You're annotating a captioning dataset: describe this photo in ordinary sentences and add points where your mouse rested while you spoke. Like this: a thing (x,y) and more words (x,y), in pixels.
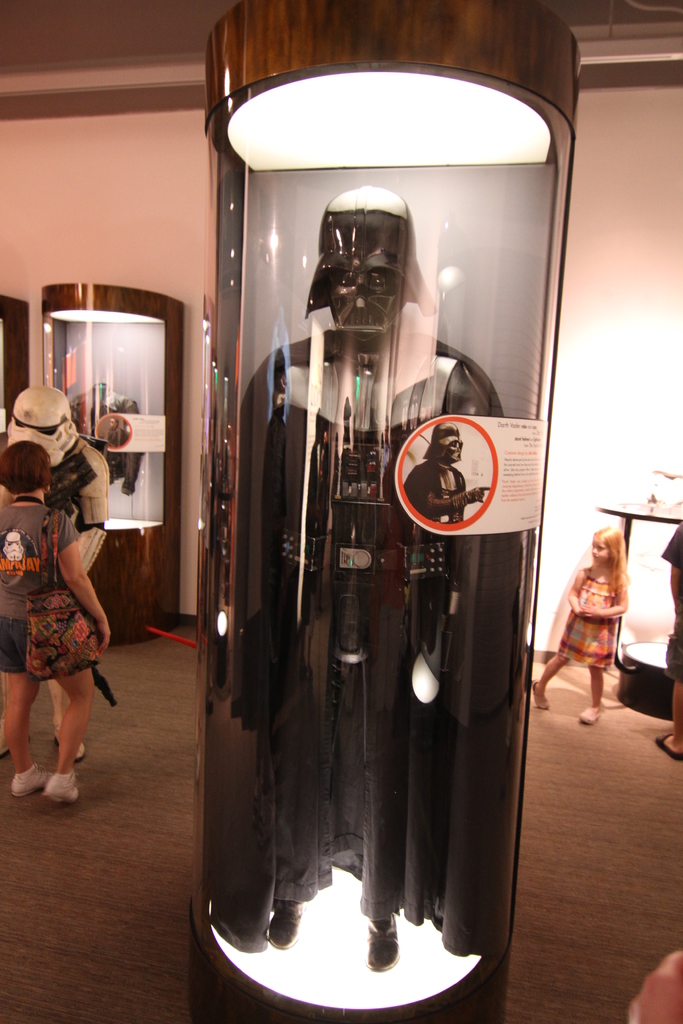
In this picture I can see a person's outfit (384,563) in a glass box (359,386). In the background (112,633) I can see people (51,606) are standing on the floor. I can also see a wall (666,199) and some other objects (112,606) on the floor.
